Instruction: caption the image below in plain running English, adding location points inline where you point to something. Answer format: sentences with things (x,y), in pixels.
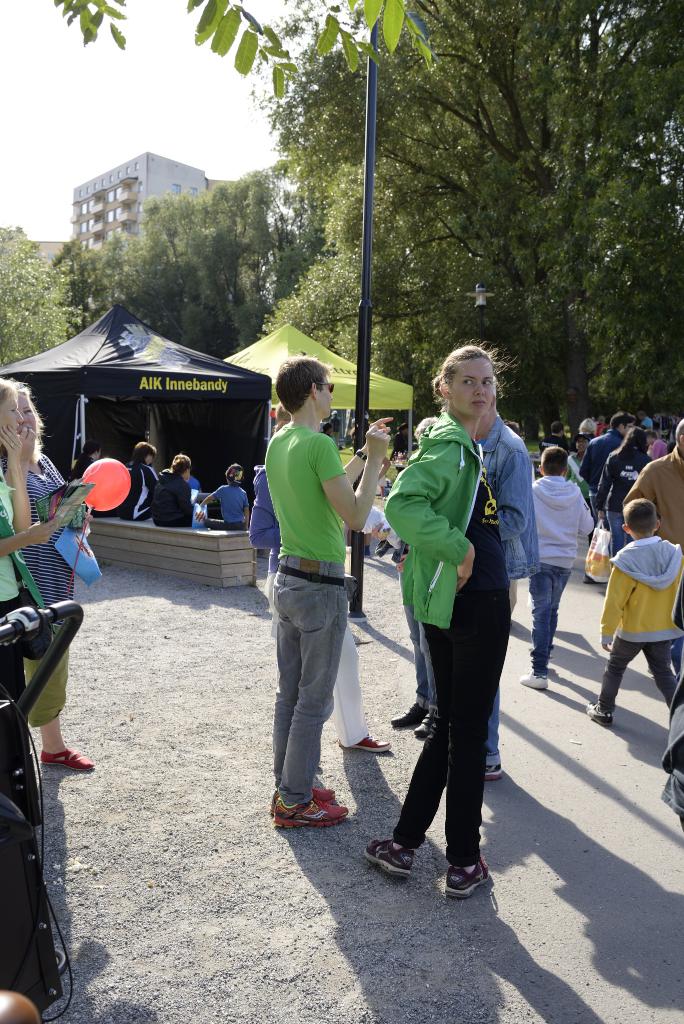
In the picture I can see one girl (478,561) by looking at the front side (433,499). On the left side of the image (23,397) I can see one girl (42,472) standing and holding the balloon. In the background of the image (530,82) I can see group of trees (376,219) and one building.
